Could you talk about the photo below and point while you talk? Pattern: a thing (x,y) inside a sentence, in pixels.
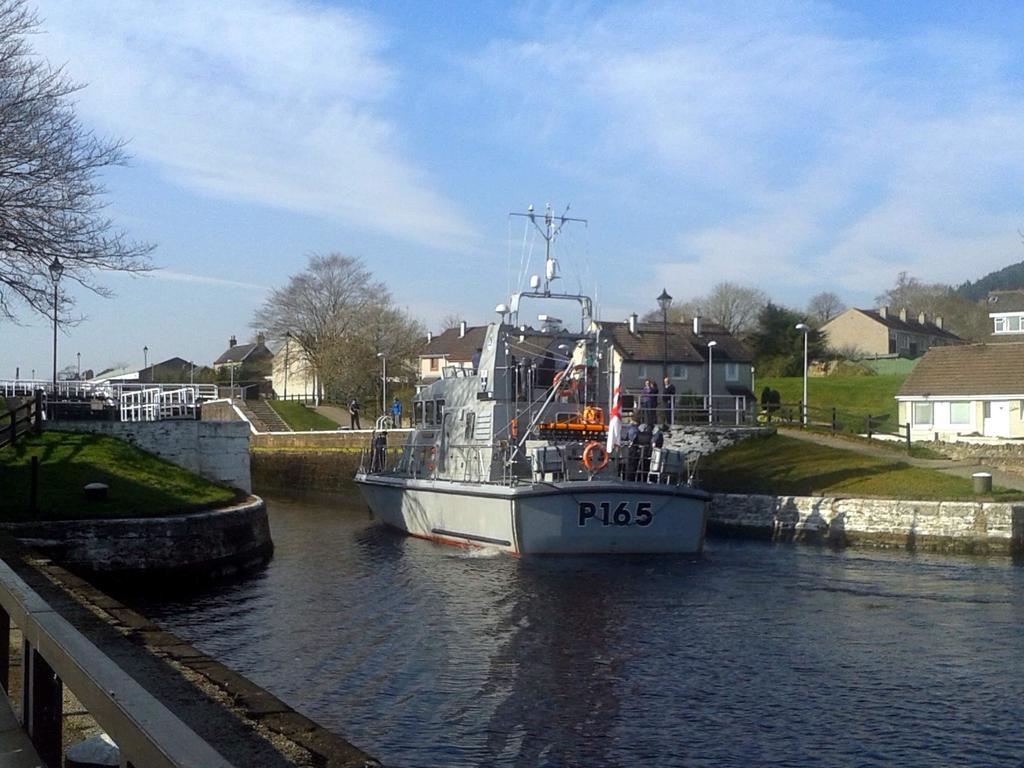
In this image, we can see some trees (812,307) and roof houses (917,324). There is canal (528,635) at the bottom of the image (338,599). There is a safety barrier (155,740) in the bottom left of the image (82,667). There is a boat (475,468) in the middle of the image (481,393). There is a street pole (54,304) on the left side of the image (56,290). There are clouds (315,51) in the sky (780,67).
